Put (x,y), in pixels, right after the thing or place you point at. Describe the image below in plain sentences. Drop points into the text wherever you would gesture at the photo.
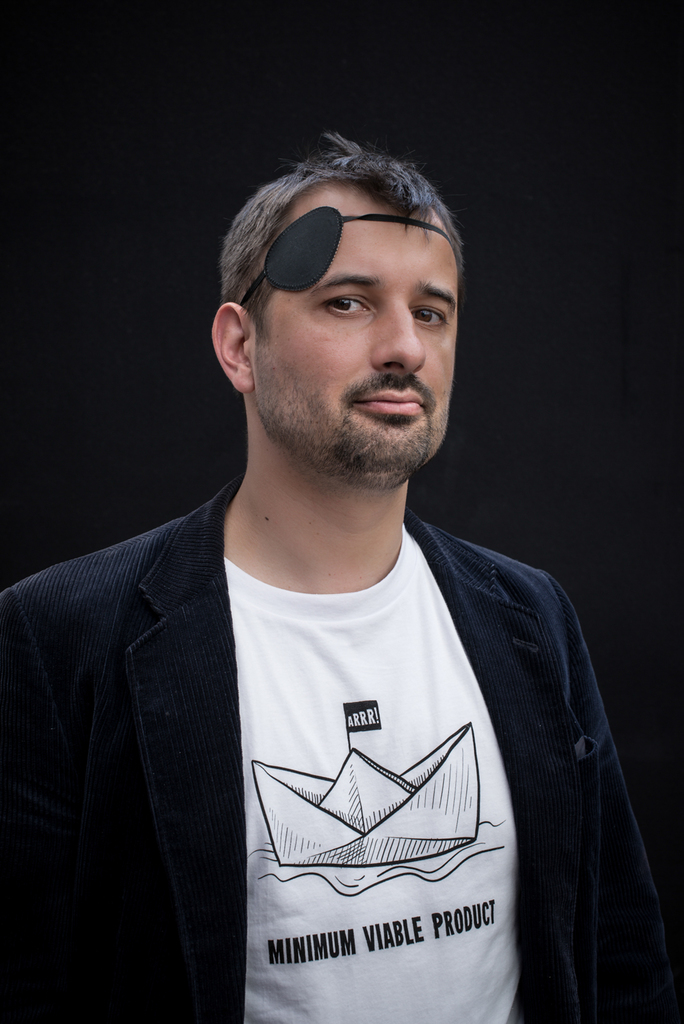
In this picture there is a person (335,899) with white t-shirt (473,736) is standing. At the back (399,134) there is a black background (523,229). There is a picture (373,862) of a boat (336,837) and text (396,920) on the t-shirt (420,915).
